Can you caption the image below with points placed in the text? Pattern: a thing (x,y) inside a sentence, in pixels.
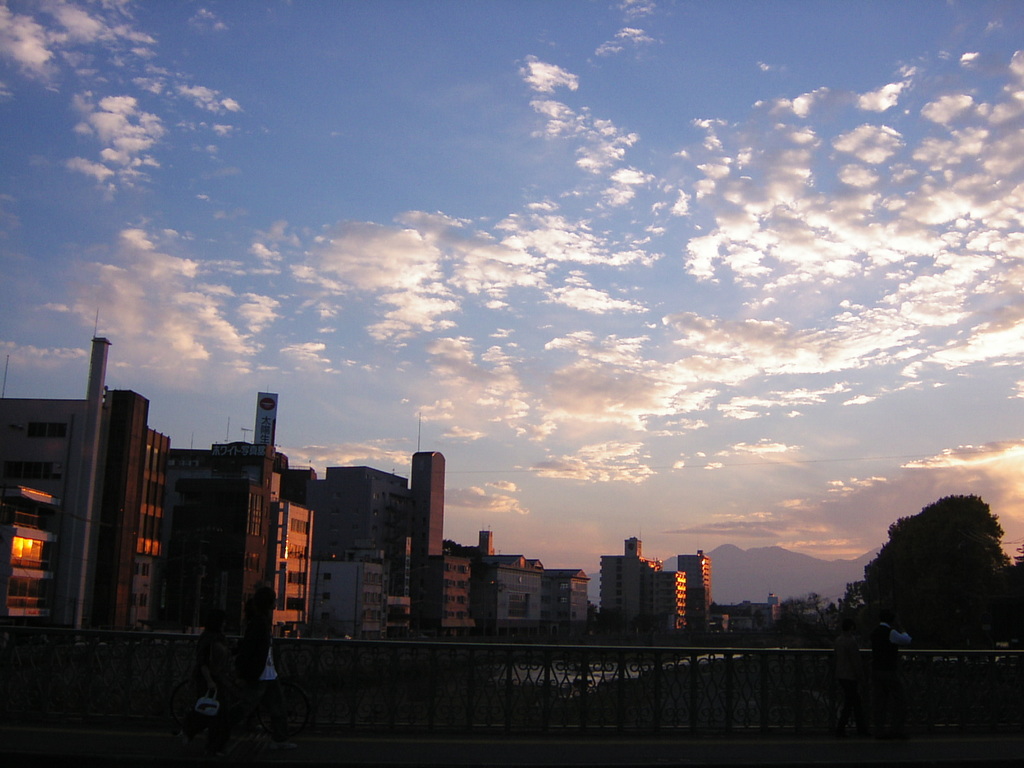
This picture is clicked outside. In the foreground (258,685) we can see the two persons (266,623) and we can see the metal fence (746,663) and the persons (853,660). In the center (405,483) we can see the buildings (640,594), trees (964,607) and many other objects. In the background (572,188) we can see the sky (376,237) with the clouds (846,255) and we can see the lights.
